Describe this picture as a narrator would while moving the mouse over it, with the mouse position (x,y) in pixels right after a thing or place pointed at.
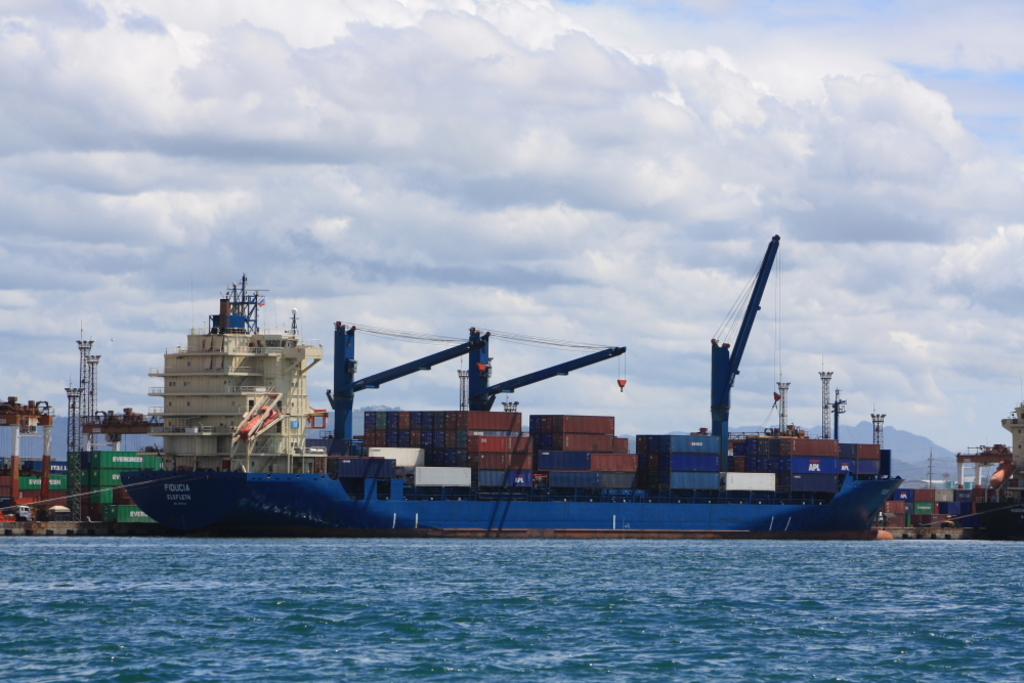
In this image we can see ship (581,501) on the water (653,543) and there are some containers (664,440), rods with wires (603,347), a building (225,391) and sky (446,149) in the background (583,289).
